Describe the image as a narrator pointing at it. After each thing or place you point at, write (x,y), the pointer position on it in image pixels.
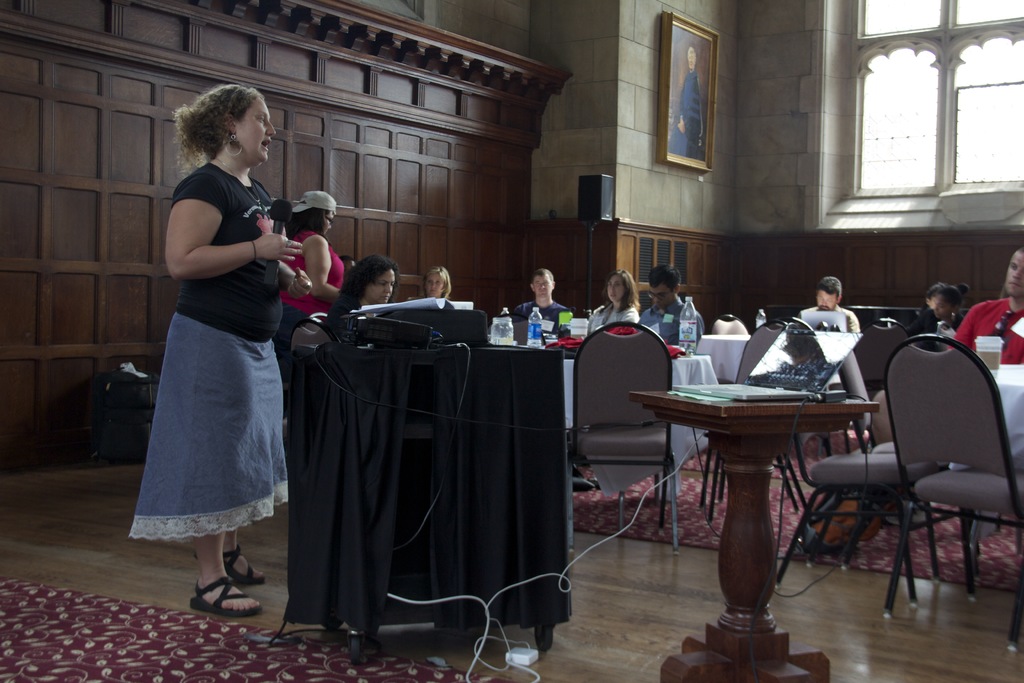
In this picture there is a woman (205,351) standing holding a mic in her hand (259,253). There are some people (352,293) sitting here in the chairs (649,361) in front of their tables (715,359). In the background (685,113) there is a photo frame (682,122) attached to the wall (598,133) and there is a speaker (587,199) here. We can observe some Windows (899,131) too.
